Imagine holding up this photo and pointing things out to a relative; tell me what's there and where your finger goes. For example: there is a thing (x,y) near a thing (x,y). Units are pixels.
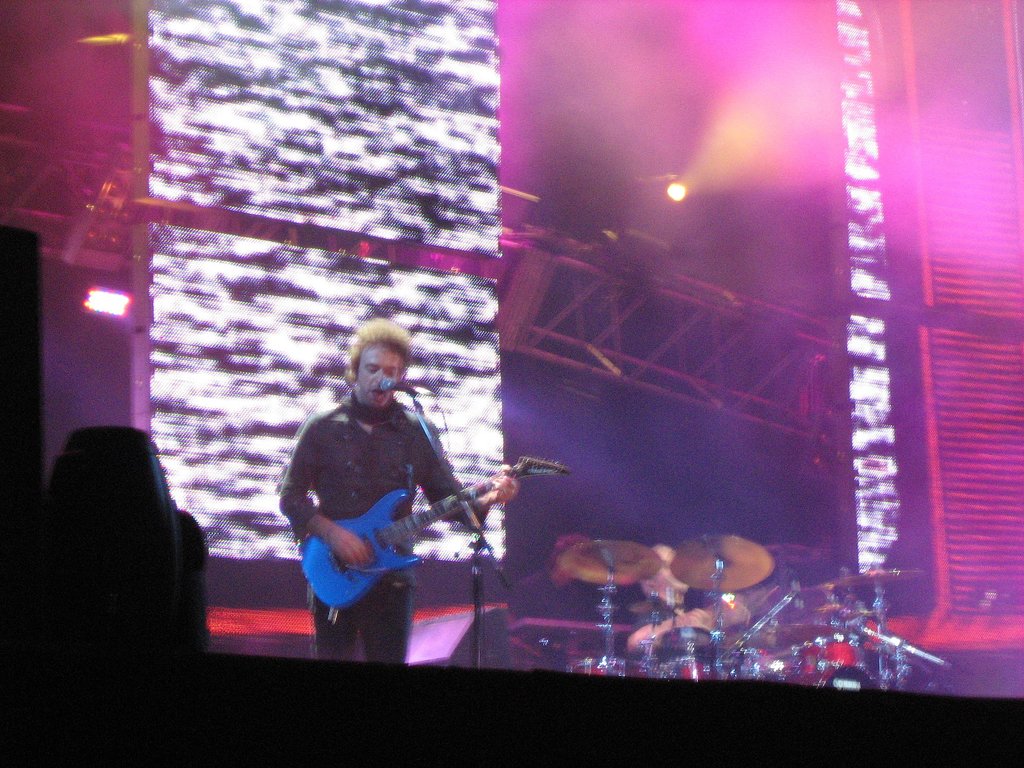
In this image we can see a man (353,459) holding a guitar (323,573) in his hands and playing it. There is a mic (402,382) in front of him through which he is singing. There are drums (718,647), lights (674,195) in the background of the image (786,634).
